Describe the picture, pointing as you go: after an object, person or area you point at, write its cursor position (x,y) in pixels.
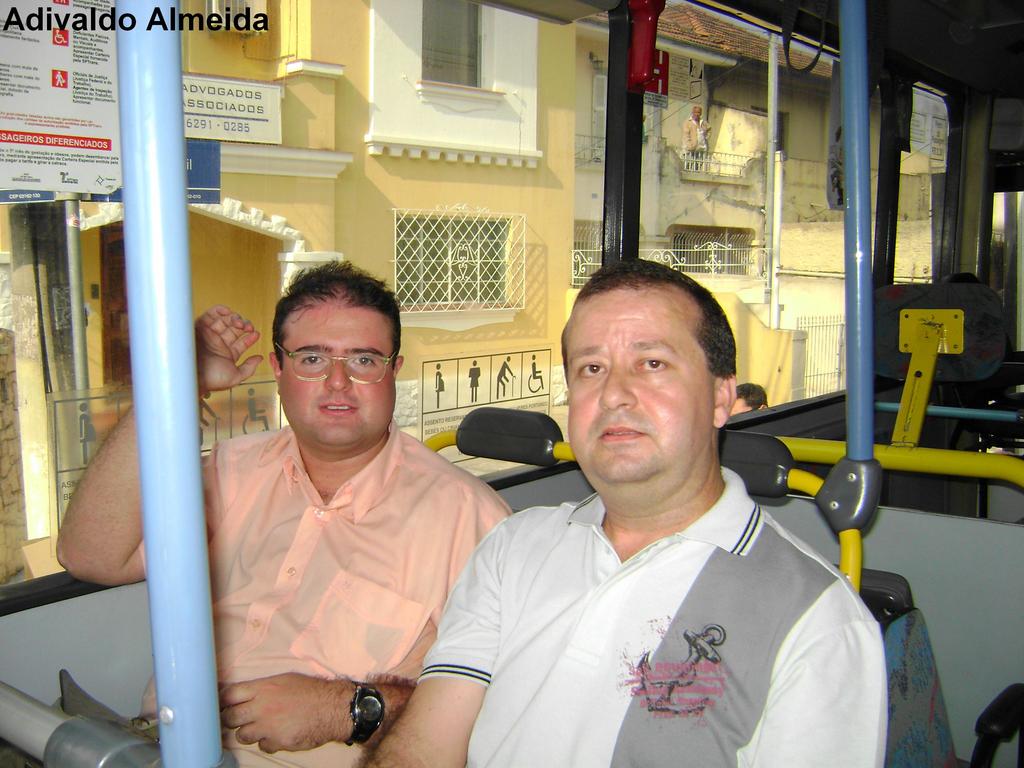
In the image we can see two men (439,559) sitting, wearing clothes (445,522) and the left side man (219,485) is wearing spectacles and a wristwatch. Here we can see the internal view of the vehicle (856,198) and the windows (894,228) of the vehicle (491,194), out of the windows (474,218) we can see the buildings (416,227) and windows (429,55) of the building (355,60). On the top left (89,45), we can see the watermark (113,24), board (96,129) and text (100,146) on the board (205,136).
